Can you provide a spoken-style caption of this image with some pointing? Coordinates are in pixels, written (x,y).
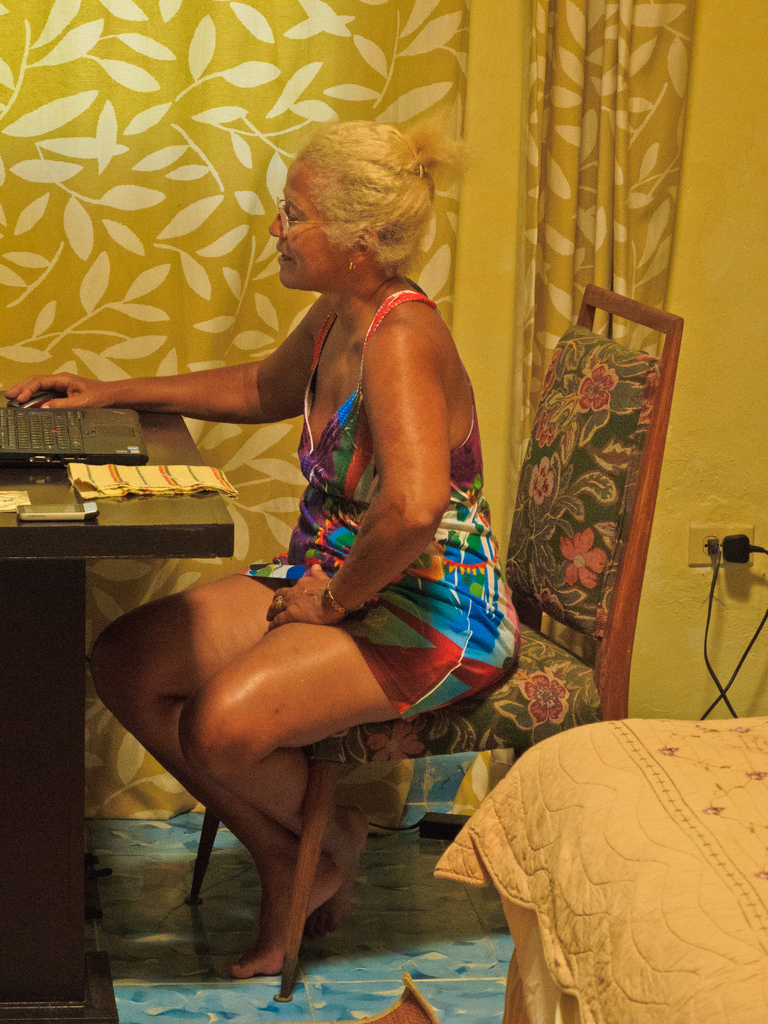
There is a woman (251,573) wearing specs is sitting on a chair (576,521). In front of her there is a table (149,531). On the table (199,523) there is a laptop (52,419), mouse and some other items (83,513). In the back (346,114) there are curtains (529,100). Also there is a socket (700,553) with plugs (739,545) on the wall (672,458). In the right bottom corner (652,854) there is a cloth (551,813).
